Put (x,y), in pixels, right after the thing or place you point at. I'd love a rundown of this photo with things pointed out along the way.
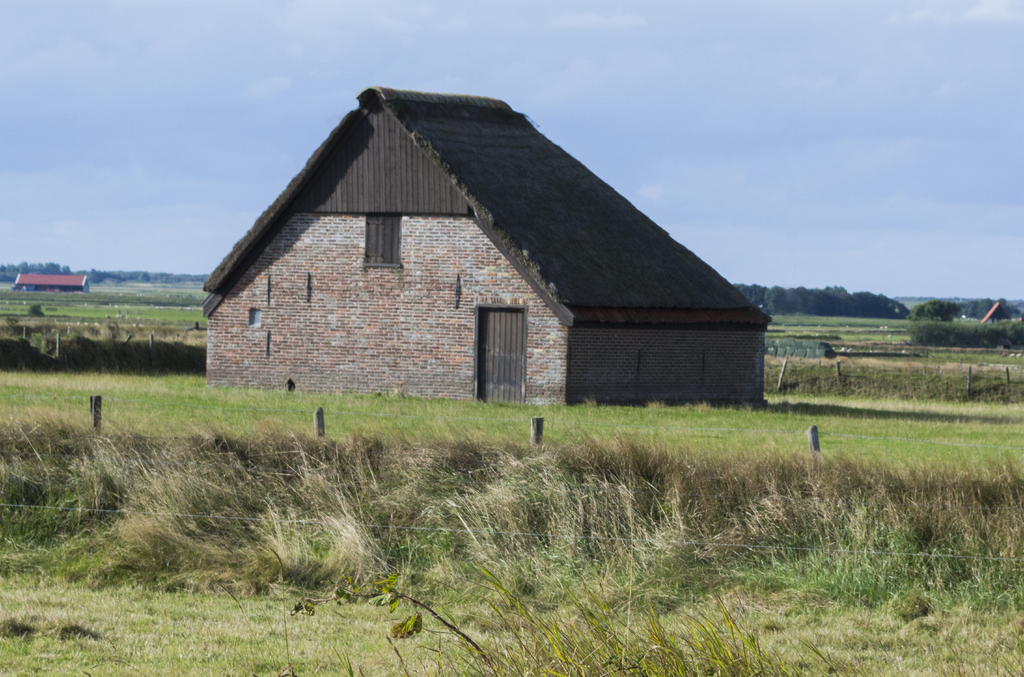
In this image we can see a building (467,283) with door (477,353). On the ground (232,434) there is grass (748,510). There are poles (814,443). In the background (777,289) there are trees (894,313). Also we can see a building (68,284) and there is sky (547,41) with clouds (782,224).
